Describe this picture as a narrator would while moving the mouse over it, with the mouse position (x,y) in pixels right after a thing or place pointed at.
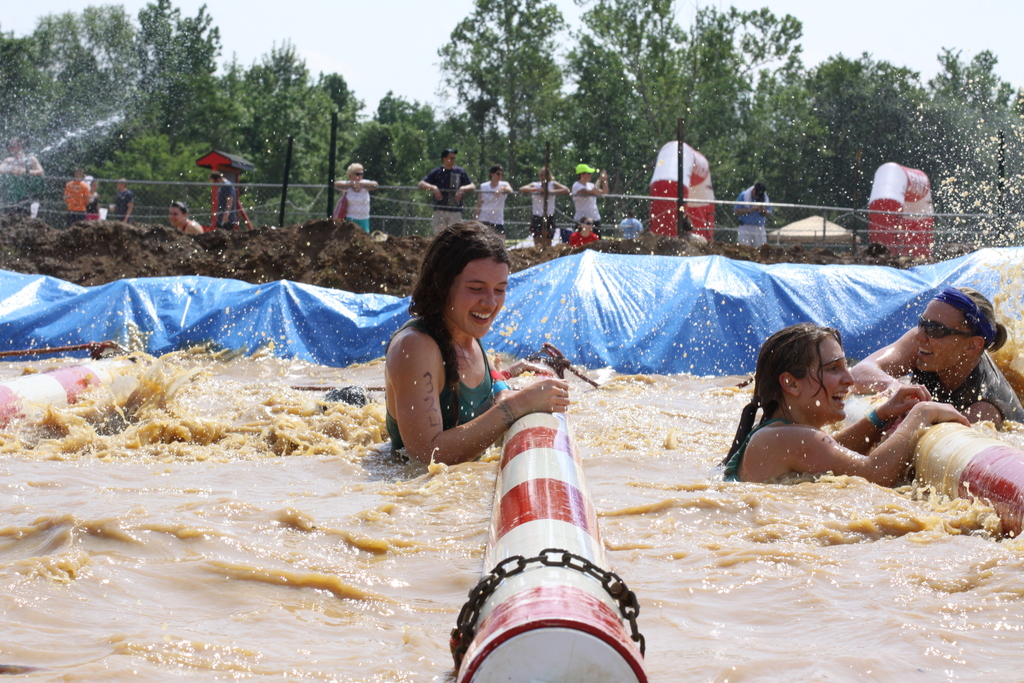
In this image, we can see people (940,364) in the water (617,444) and one of them is wearing glasses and we can see rods (586,605) and chains (106,345). In the background (117,232), there are tents (798,229) and we can see sand (287,237), a fence (113,213) and some other people (442,181) standing and some are wearing caps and we can see some balloons (876,172), poles (293,144), a stand (212,157) and there are many trees (842,82) and we can see a shed (817,227).
